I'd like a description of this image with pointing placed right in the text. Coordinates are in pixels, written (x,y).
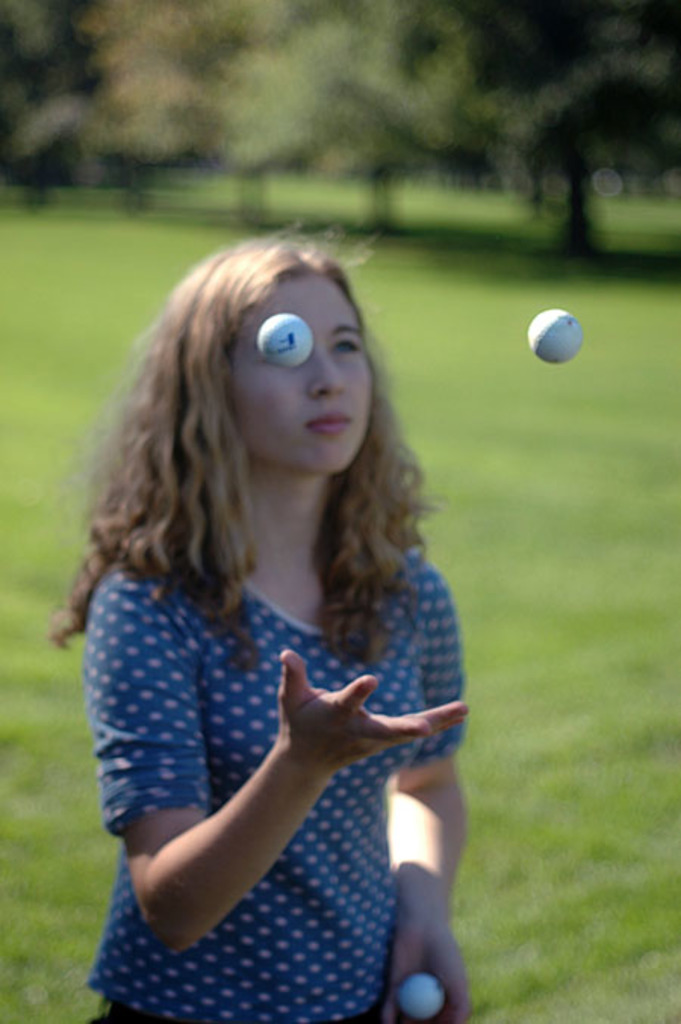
This picture is slightly blurred, where I can see a person (213,768) wearing a blue color dress (225,763) is holding a ball (431,1001) in her hands (445,987) and here I can see two balls (559,318) in the air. In the background (667,805), I can see the grass (525,474) and trees (208,136).
